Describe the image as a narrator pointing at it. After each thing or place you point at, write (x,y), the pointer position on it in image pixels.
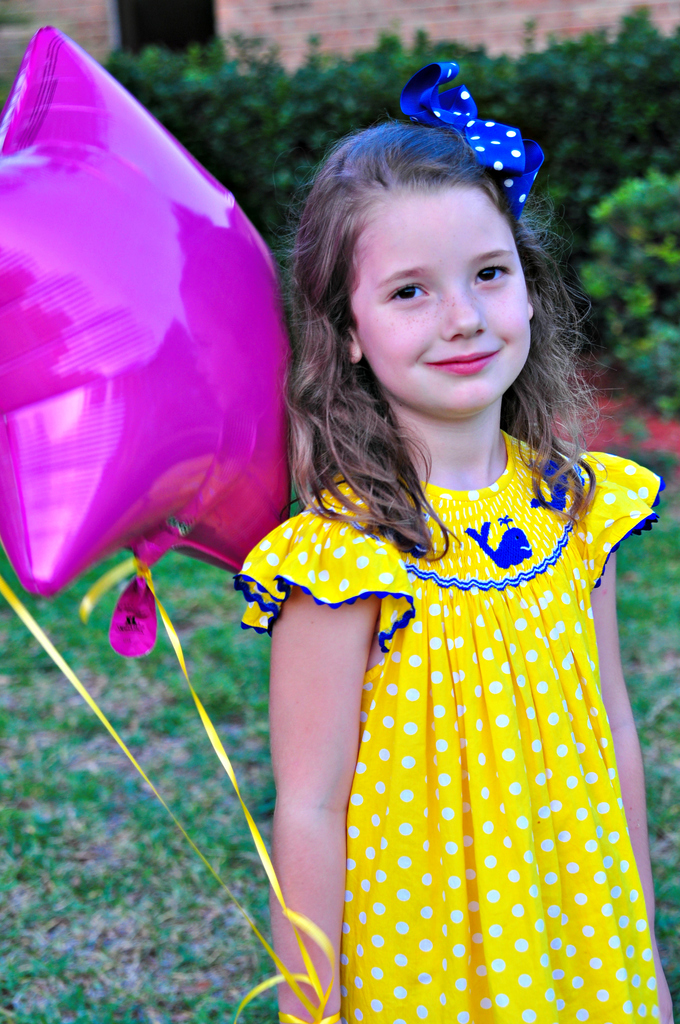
In this image, we can see a kid (393,478) smiling and wearing a ribbon (489,152) and holding a balloon (104,322). In the background (239,88), there are trees (586,131) and a wall (505,34). At the bottom (102,860), there is a ground (105,871).
